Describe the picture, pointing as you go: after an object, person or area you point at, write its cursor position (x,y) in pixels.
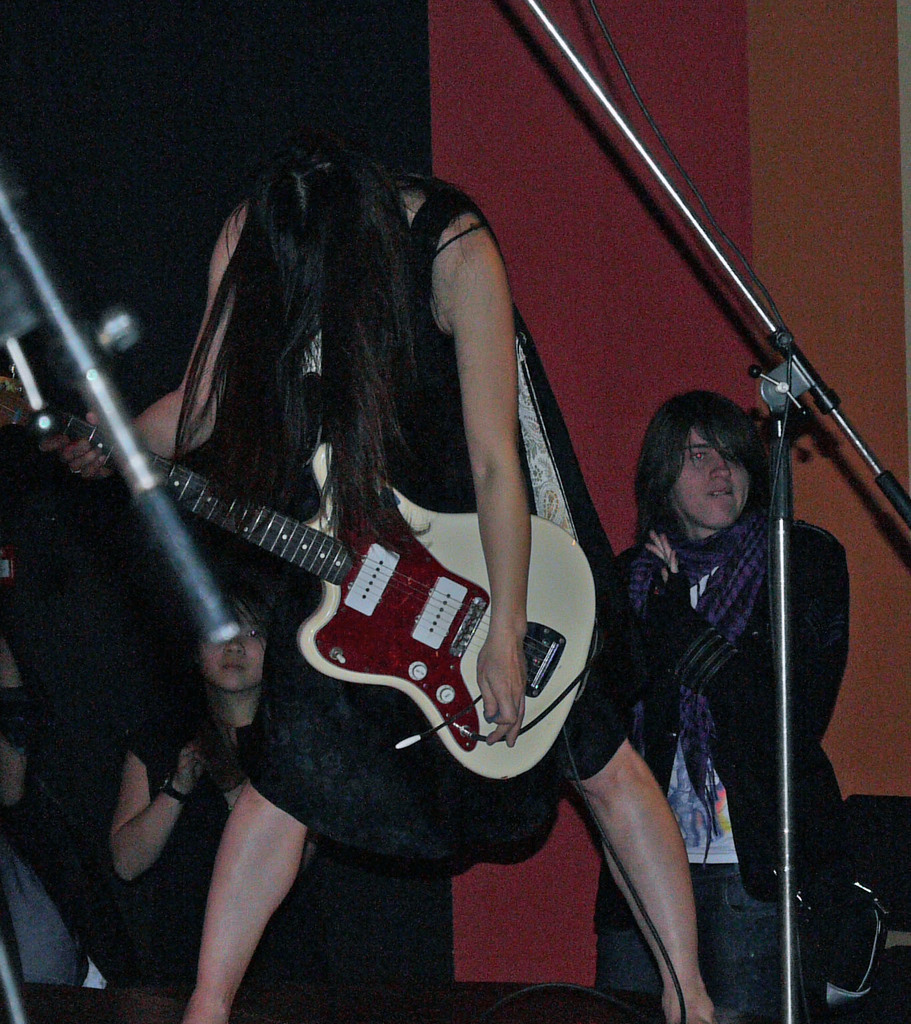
here we can see a woman (225,312) playing guitar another woman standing behind her.
